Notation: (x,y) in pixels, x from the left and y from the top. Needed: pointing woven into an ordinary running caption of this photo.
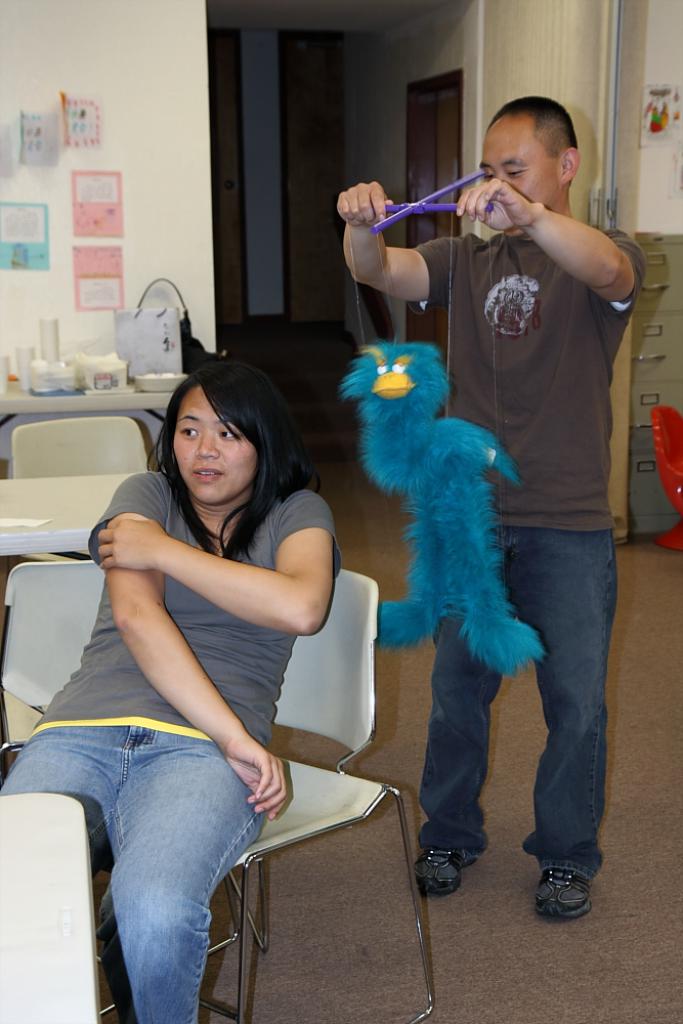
In this image there is a person (323,596) sitting on the chair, a person (543,673) standing and holding a puppet (375,476), chairs (112,427), glasses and some objects (145,371) on the table (14,399), carpet (533,676), papers (22,253) stick to the wall (543,62), cupboard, door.
